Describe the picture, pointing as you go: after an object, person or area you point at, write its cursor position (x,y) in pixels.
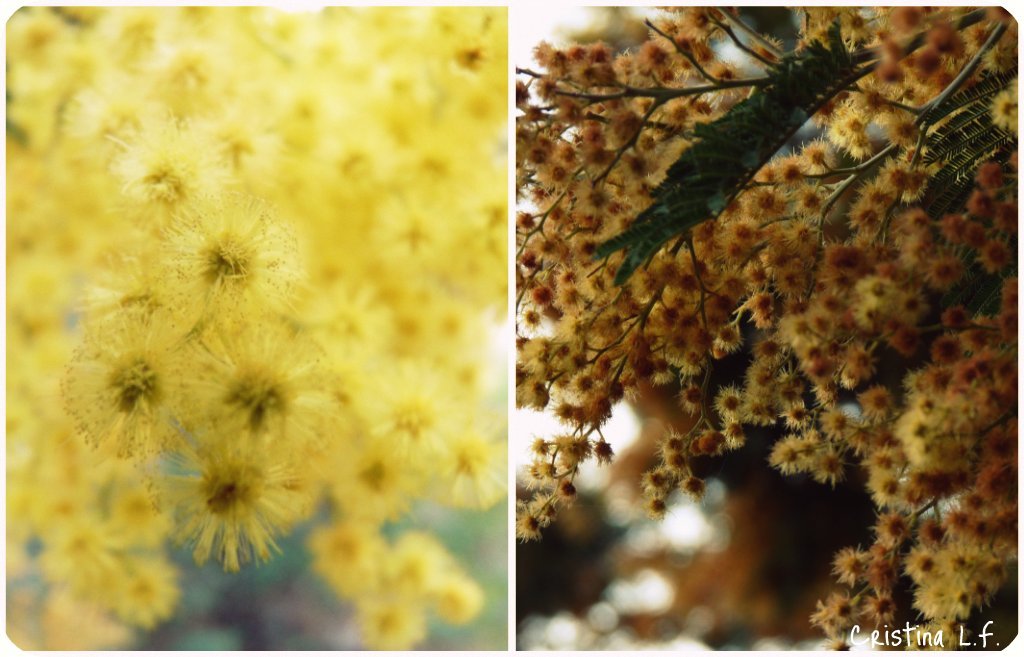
In this image we can see a collage of flowers (411,352) which are in yellow and brown color.
